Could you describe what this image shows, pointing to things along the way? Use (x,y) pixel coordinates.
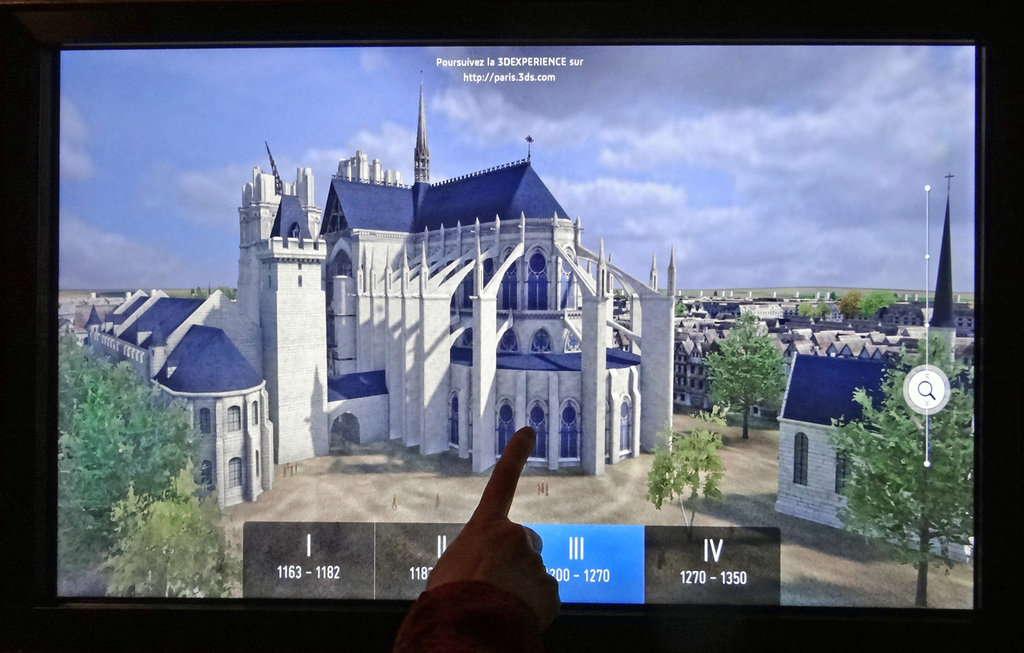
In this picture we can see the person's hand (546,623) who is wearing red dress (488,625). He is pointing out on the screen (535,368). On the screen (683,160) we can see the buildings (672,353), monuments structures (477,220), sky (758,241), clouds (554,85) and a watermark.
